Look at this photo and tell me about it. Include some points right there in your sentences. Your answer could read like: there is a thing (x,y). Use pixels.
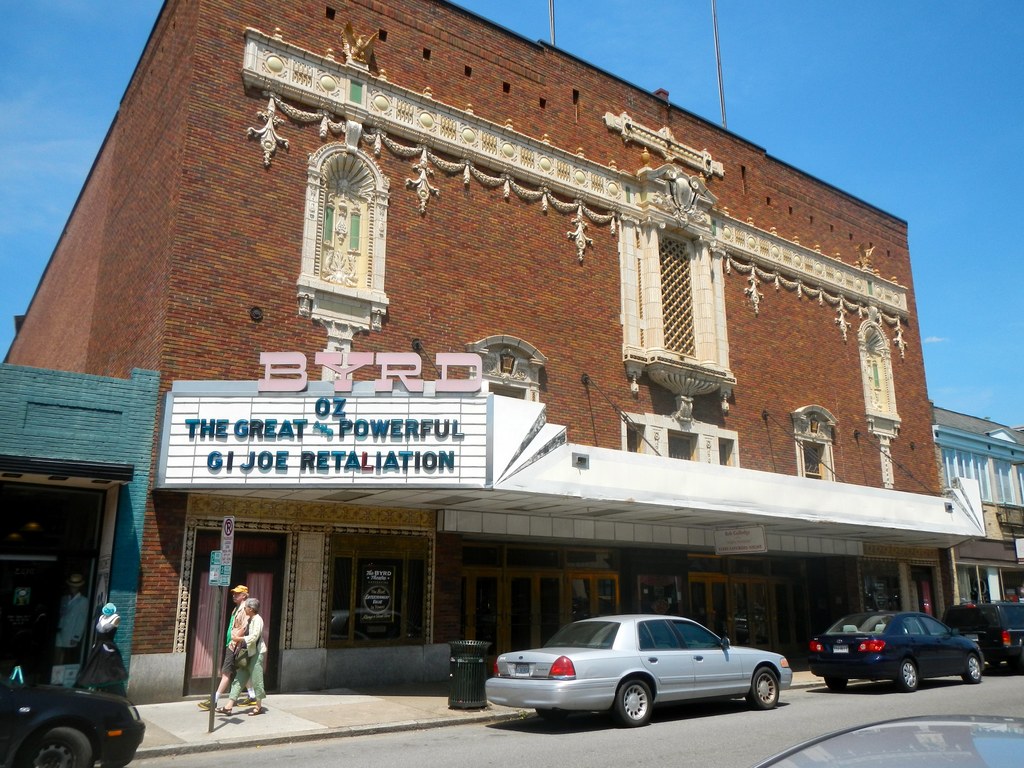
This picture is clicked outside. In the foreground (34,733) we can see the cars (993,628) and the group of persons (248,615) and we can see the buildings (135,414) and the text (361,424) on the boards (321,439) attached to the building (499,432). In the background (73,95) we can see the sky (653,87) and we can see the curtains (257,583) and many other objects (65,652).
